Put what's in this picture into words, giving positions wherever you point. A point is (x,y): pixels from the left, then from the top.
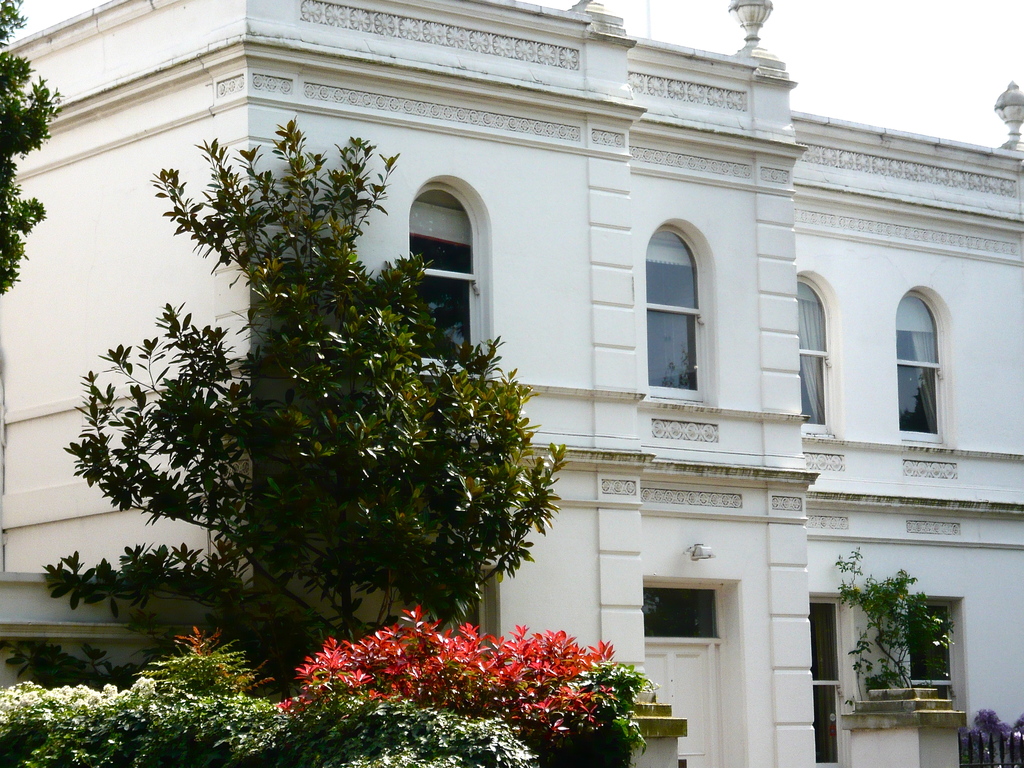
In this image we can see buildings (657,370) and windows (656,388). On the left (270,623) there are trees (293,480) and bushes (261,706). At the top (855,14) there is sky (827,47).
